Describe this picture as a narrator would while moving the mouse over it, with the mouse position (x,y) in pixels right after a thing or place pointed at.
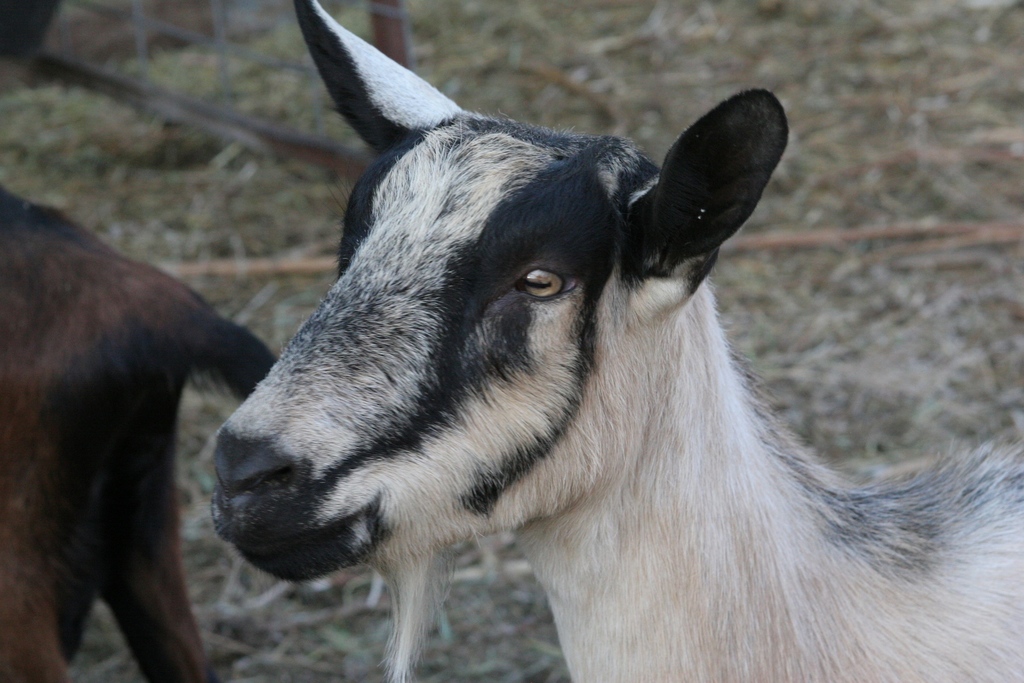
There is a goat (626,479) which is in white and black color and there is another goat (111,332) beside it which is in brown color.
